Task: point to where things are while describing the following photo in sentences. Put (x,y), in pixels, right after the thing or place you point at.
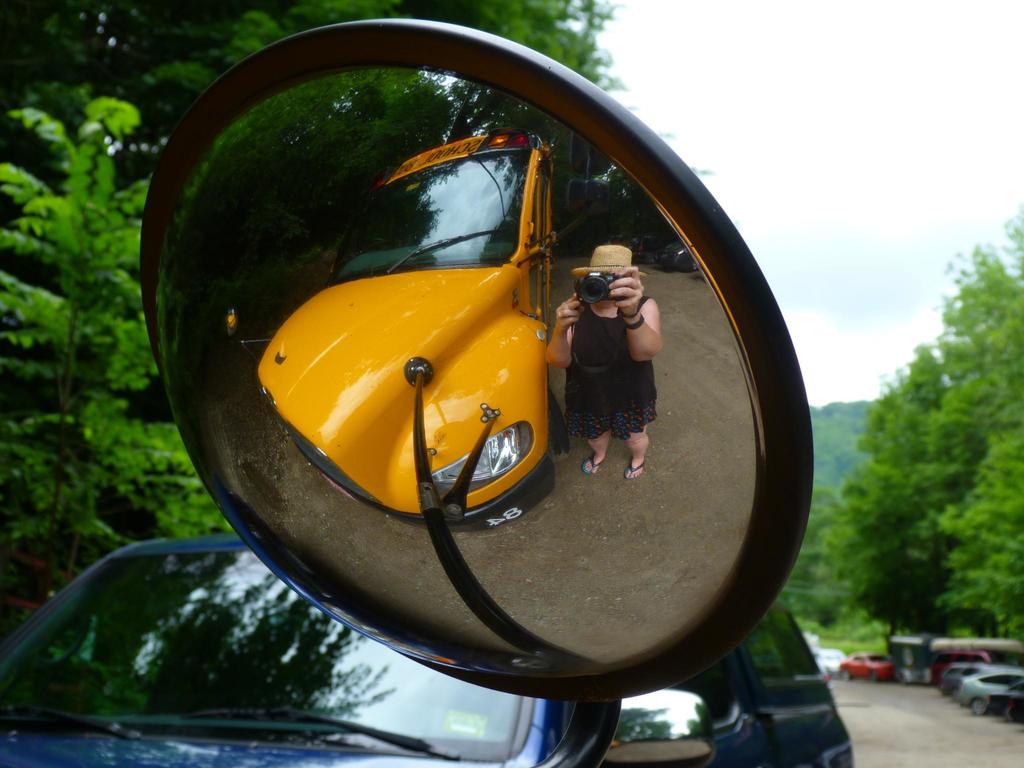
In this picture we can see the mirror (335,484) with a reflection (438,243) of a person (600,334) holding a camera (608,283), vehicle (499,305) on it, vehicles (915,638) on the ground (878,747), trees (967,394) and in the background (705,178) we can see the sky (763,151).
